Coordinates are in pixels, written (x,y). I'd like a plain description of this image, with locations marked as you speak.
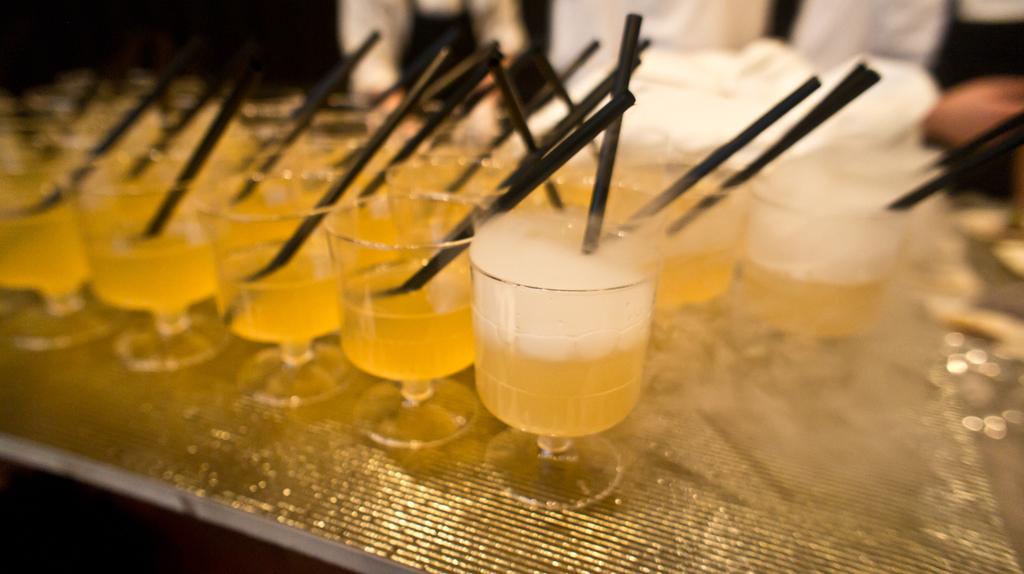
In this image I can see few glasses (591,450) and I can see some liquid (632,376) in yellow color in the glasses (839,329) and I can also see few sticks (573,65) in black color.
